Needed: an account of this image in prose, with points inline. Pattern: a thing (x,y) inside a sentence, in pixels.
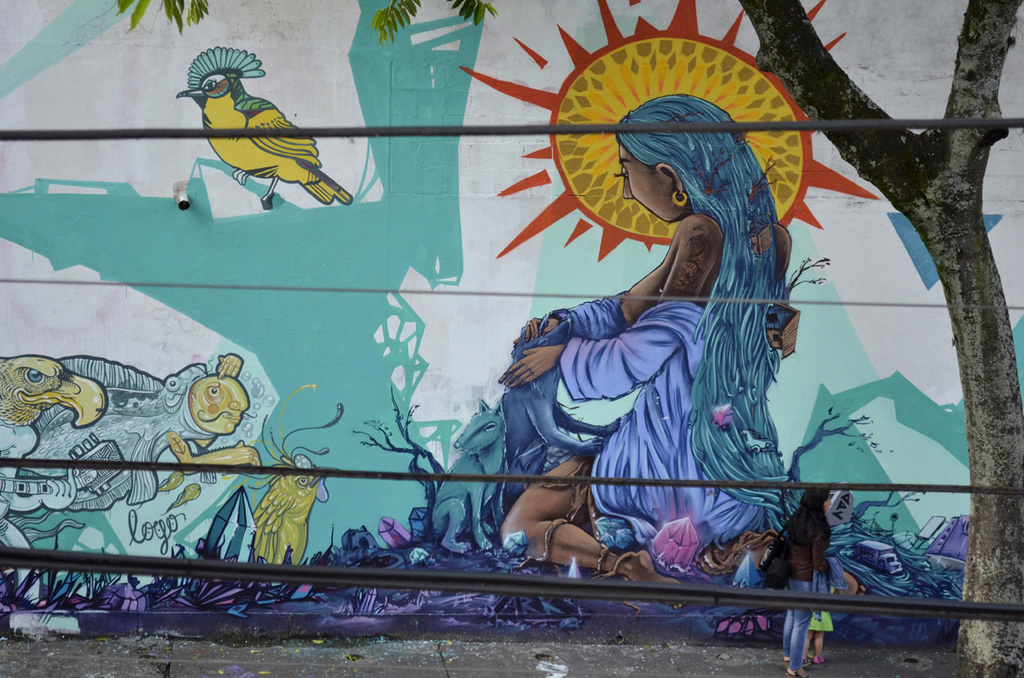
Here in this picture we can see a painting (244,97) present on the wall (597,89) over there and we can also see a woman (820,527) standing on the road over there and she is carrying a handbag (772,552) with her and beside her we can see a tree (811,108) present and in the front (885,607) we can see wires (26,461) present over there.
